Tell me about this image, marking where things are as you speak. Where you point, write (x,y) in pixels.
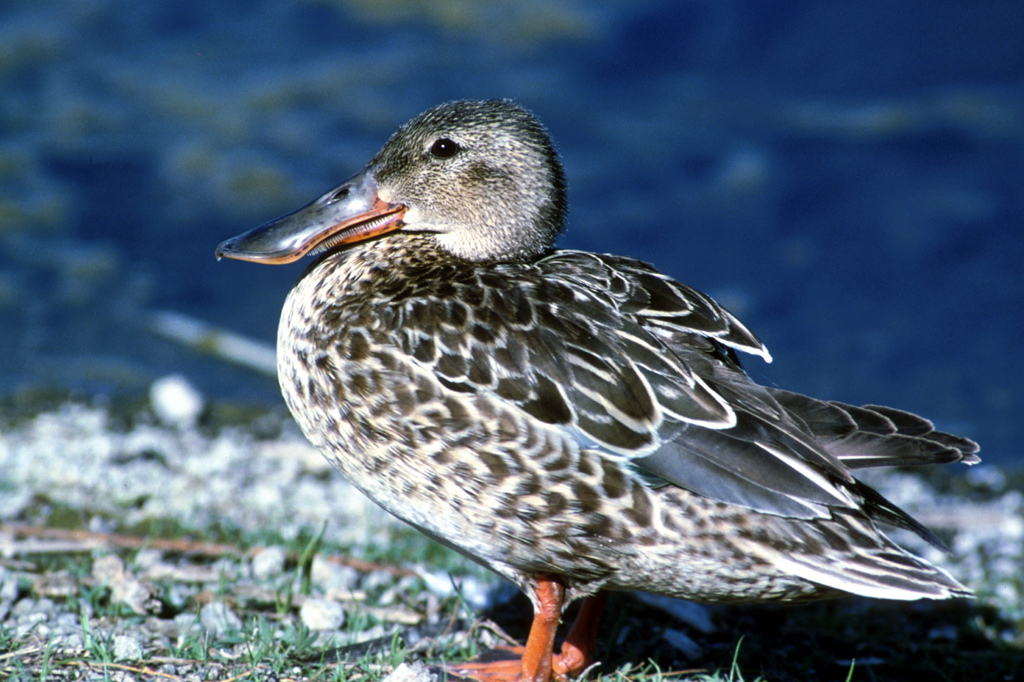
In this picture I can see a duck (443,427) and grass (272,642) on the ground (306,597) and I can see blurry background (692,213).
